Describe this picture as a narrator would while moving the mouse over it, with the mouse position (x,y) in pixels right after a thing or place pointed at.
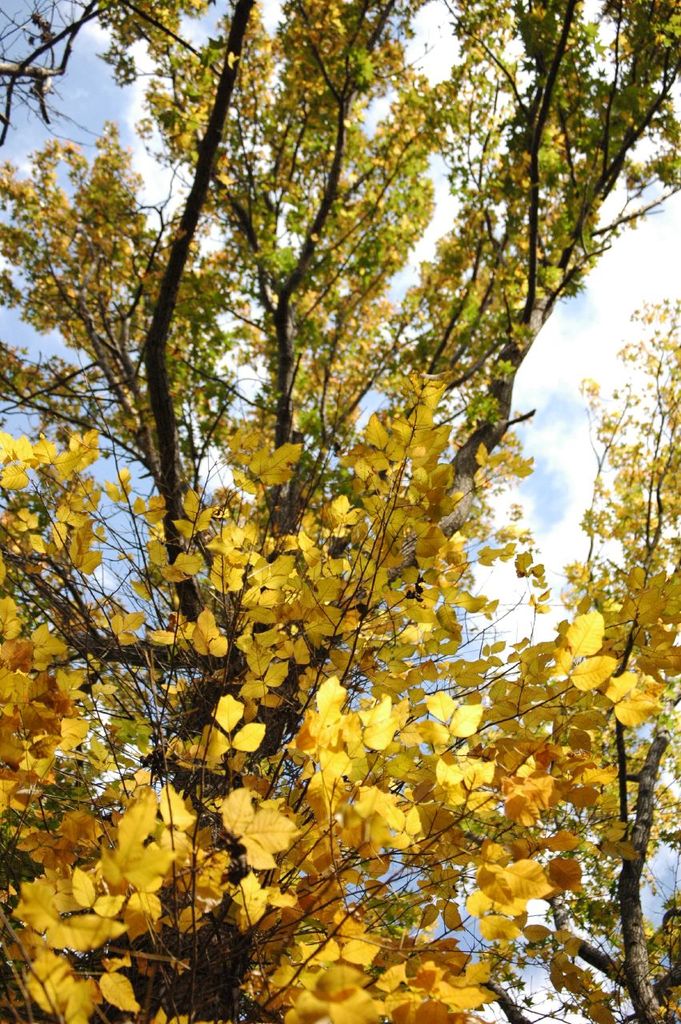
In the center of the image (287,371) there is a tree (339,733). In the background (163,145) we can see sky (163,145) and clouds (163,145).
